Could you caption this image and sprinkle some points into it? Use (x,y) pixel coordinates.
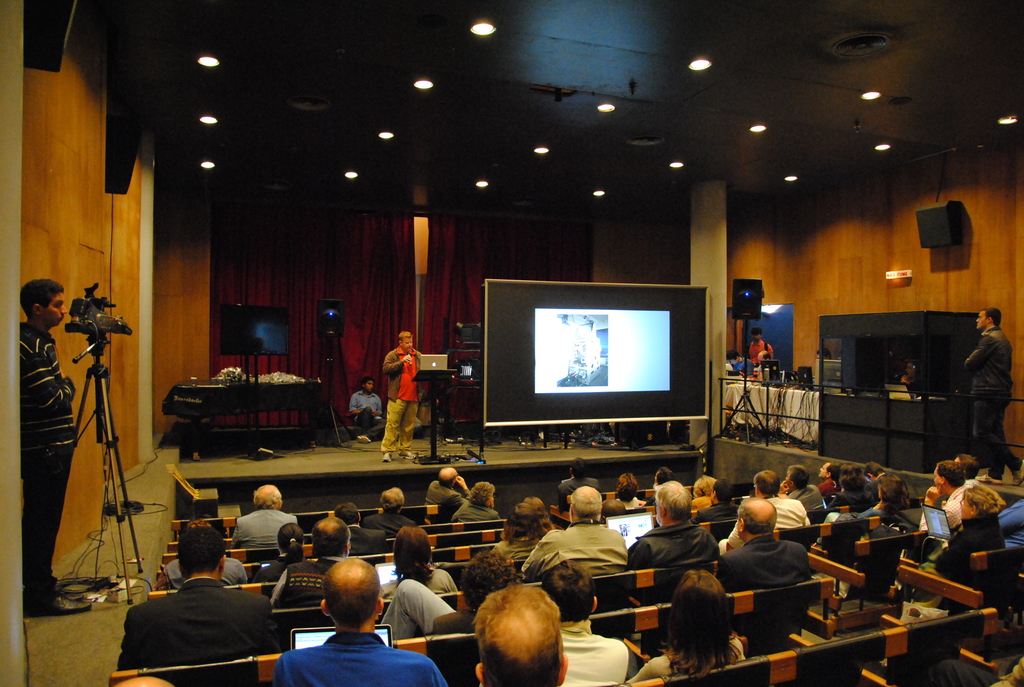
In the image there are many people (375,662) sitting on the chairs (311,512) looking at the screen (540,390) in the front (566,324) on the stage (590,476), beside it there is a man (408,400) standing in front of laptop (428,358) and on the left side (35,394) there is a man (39,387) standing in front of camera (74,317) and above there are lights (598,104) over the ceiling (498,116), on the background (301,252) there is a tv (246,348) with speakers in front of the curtain (399,251).
